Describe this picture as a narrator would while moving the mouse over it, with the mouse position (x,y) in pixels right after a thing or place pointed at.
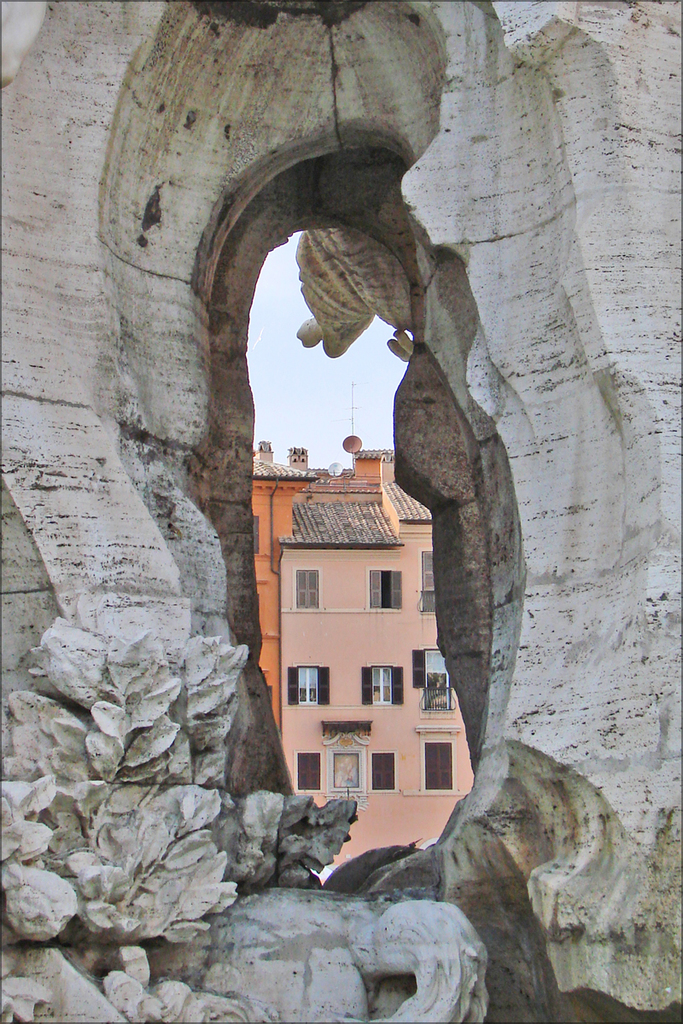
In this image we can see there is a stone (155,756) and a hole (337,620). Through the hole (350,617) we can see a building (357,656) and sky (317,379).
